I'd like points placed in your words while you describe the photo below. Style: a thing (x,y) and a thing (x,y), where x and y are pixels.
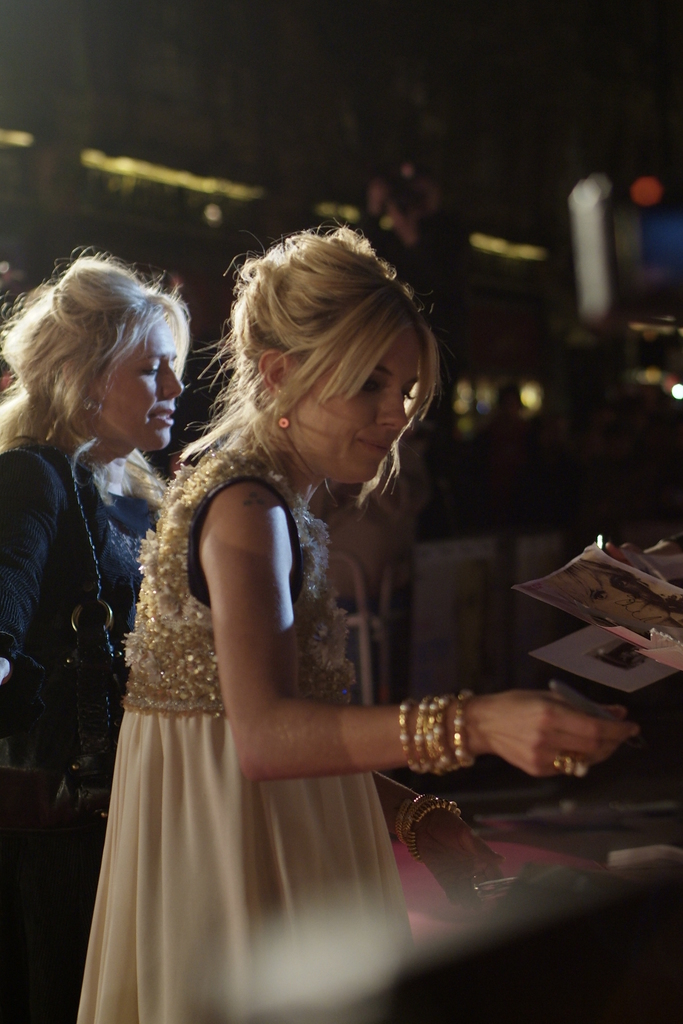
In this image two women (349,426) are standing. Right a person (665,552) hand (658,558) holding papers (661,568) is visible. Background there is a building (610,180).
